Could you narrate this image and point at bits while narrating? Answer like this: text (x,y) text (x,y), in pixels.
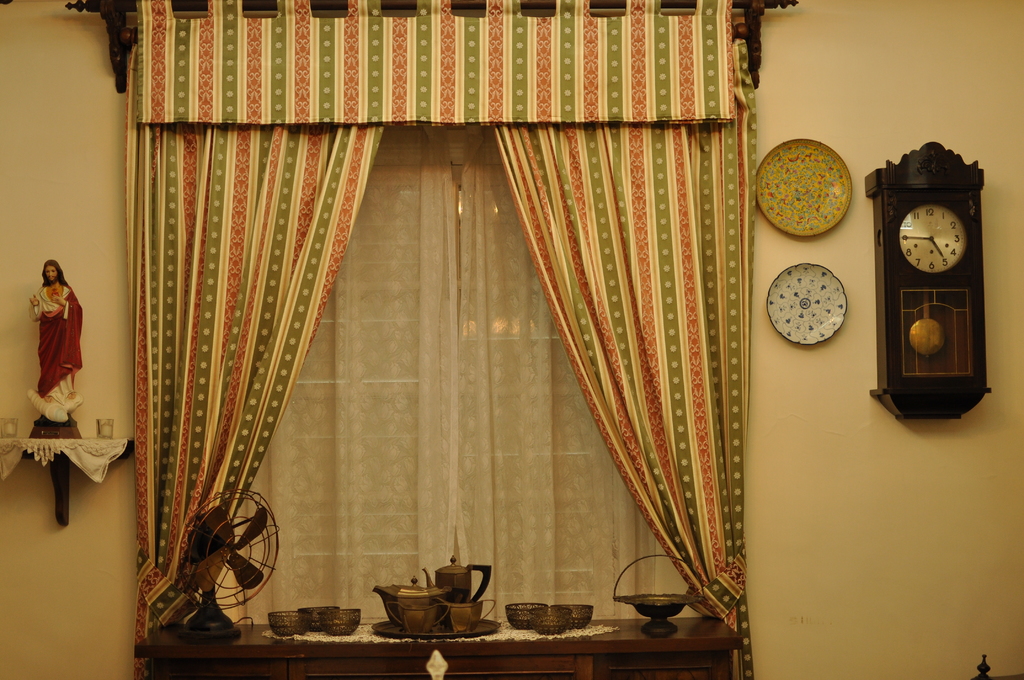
In this image I can see a table (415,641) in the front (487,625) and on it I can see few cups (414,614), a kettle (432,588), a fan (204,636), a white colour cloth (313,636) and few other stuffs (327,626). On the both side of this image I can see a clock (917,167), a mini sculpture (41,340) and two round things (780,320) on the wall (858,198). I can also see few curtains (510,430) in the centre of this image (393,272).
